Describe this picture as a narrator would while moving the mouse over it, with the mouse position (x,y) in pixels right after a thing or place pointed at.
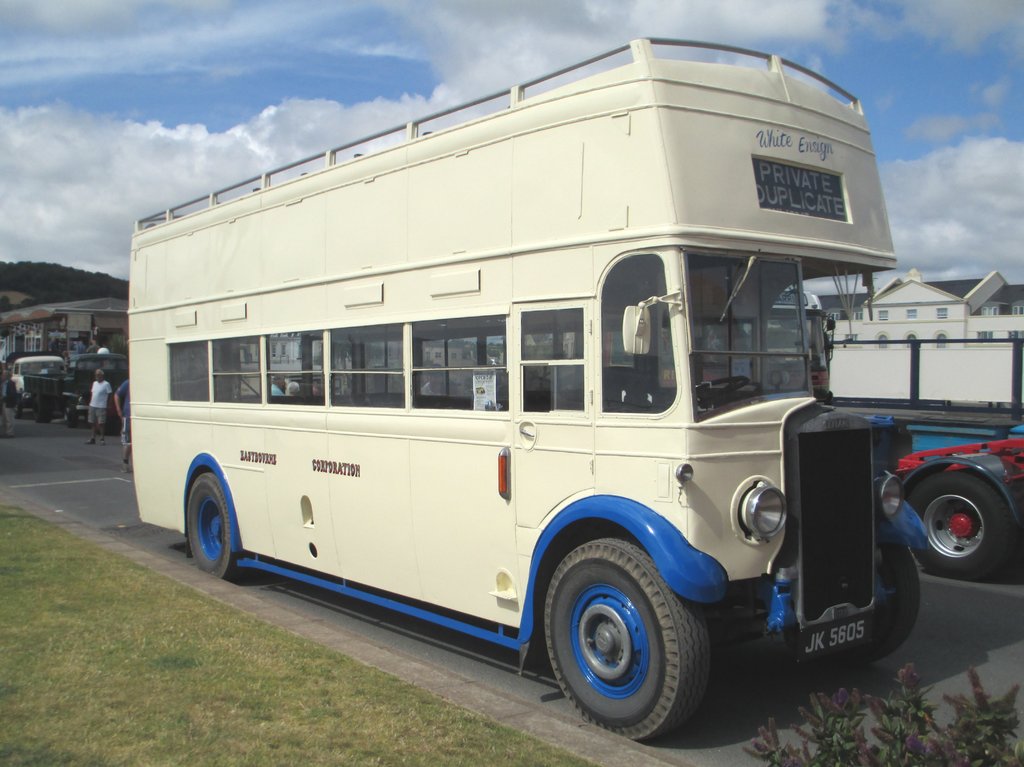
In this picture there is a bus (801,190) in the center of the image (654,260) and there are cars (960,488) on the right (1012,456) and left side of the image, there are houses (951,307) in the background area of the image (1003,303) and there is grassland (248,662) in the bottom left side of the image (51,668).
